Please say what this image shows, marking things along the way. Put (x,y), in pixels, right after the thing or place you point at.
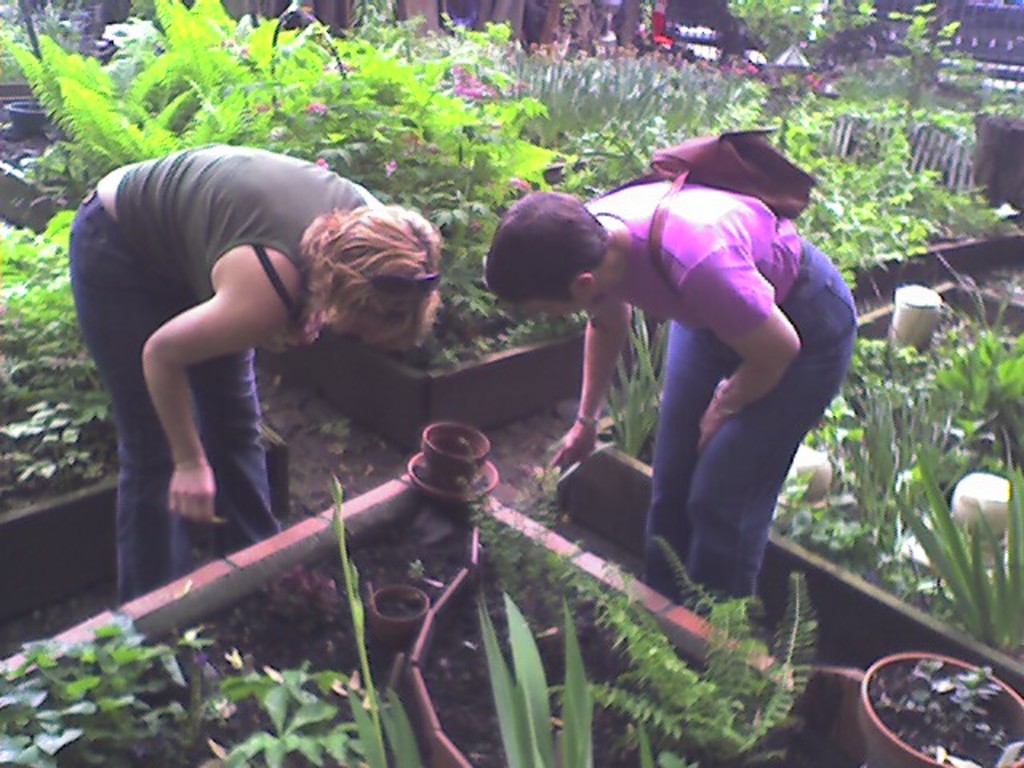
In this image in the foreground (651,245) there are two people (563,244), one person (666,220) holding a backpack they both are bending, in the middle (479,433) there are few flower pots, on which there are plants (65,221) visible.
